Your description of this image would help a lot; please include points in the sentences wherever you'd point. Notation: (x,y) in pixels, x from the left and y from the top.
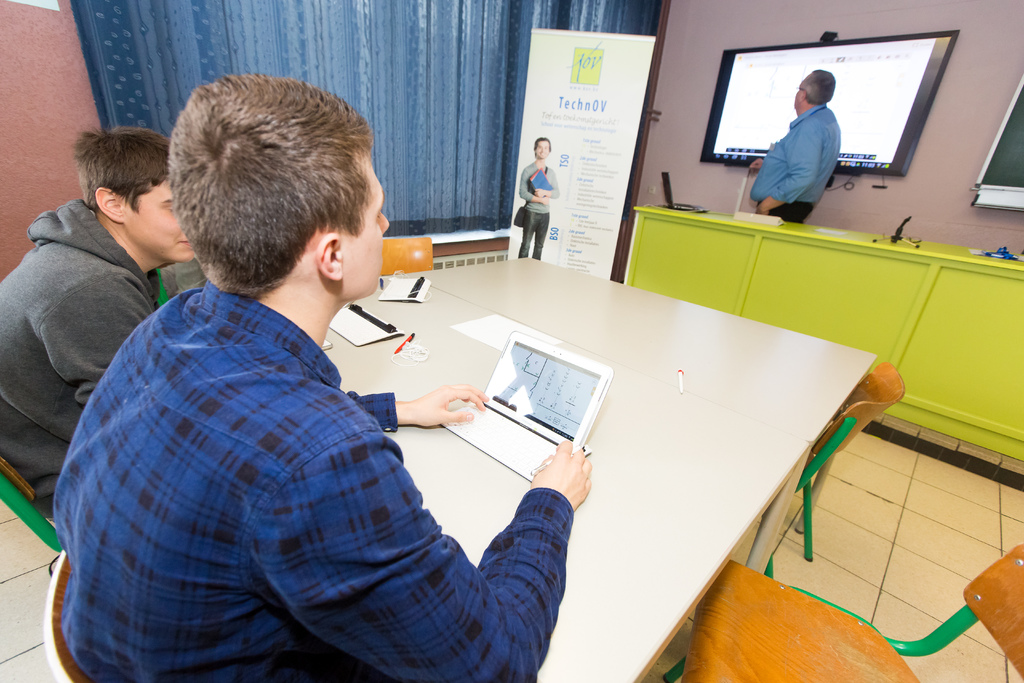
There are 3 people (376,177) in a room (882,291). Two persons (346,281) are sitting on a chairs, one person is standing. There is a table (598,417). There is a laptop (594,401), paper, pen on a table (544,328). We can see in background (609,234) curtains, window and poster (608,247).
